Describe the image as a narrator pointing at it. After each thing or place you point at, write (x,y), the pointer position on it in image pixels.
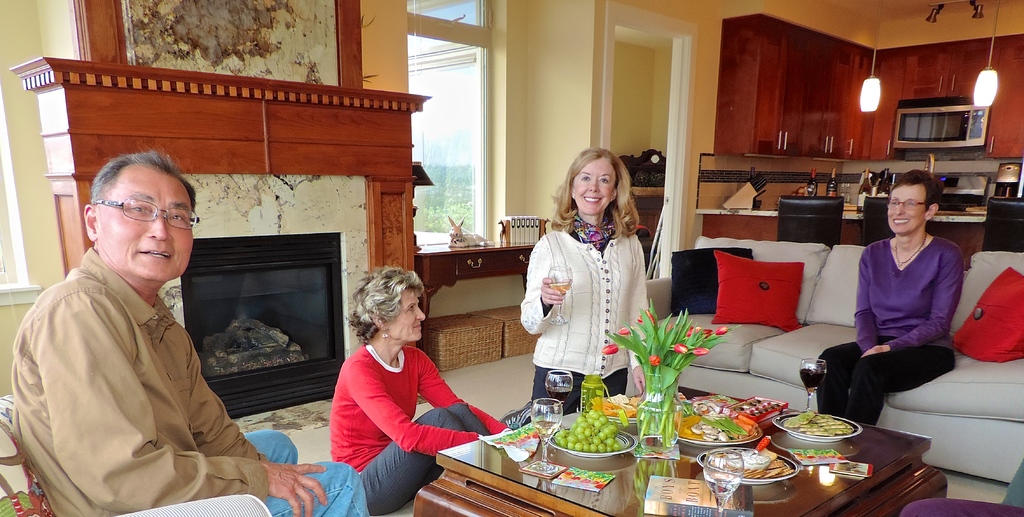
This picture is clicked inside the room (312,300). In this picture, we see three women (600,288) and a man (60,404) sitting and standing. In front of the picture, we see a table (640,476) on which flower pot (651,425), grapes (610,435), plate (624,437), book (749,512), glass (734,470), spoon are placed on it. Behind that woman (373,381) wearing red t-shirt (349,378), we see fireplace (290,355). Beside that, we see a table (422,274) and behind the table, we see a window (436,178). On the right corner of the picture (745,211), we see a table (845,224) on which many bottles (885,177) are placed and above that, we see cupboards (787,98).
